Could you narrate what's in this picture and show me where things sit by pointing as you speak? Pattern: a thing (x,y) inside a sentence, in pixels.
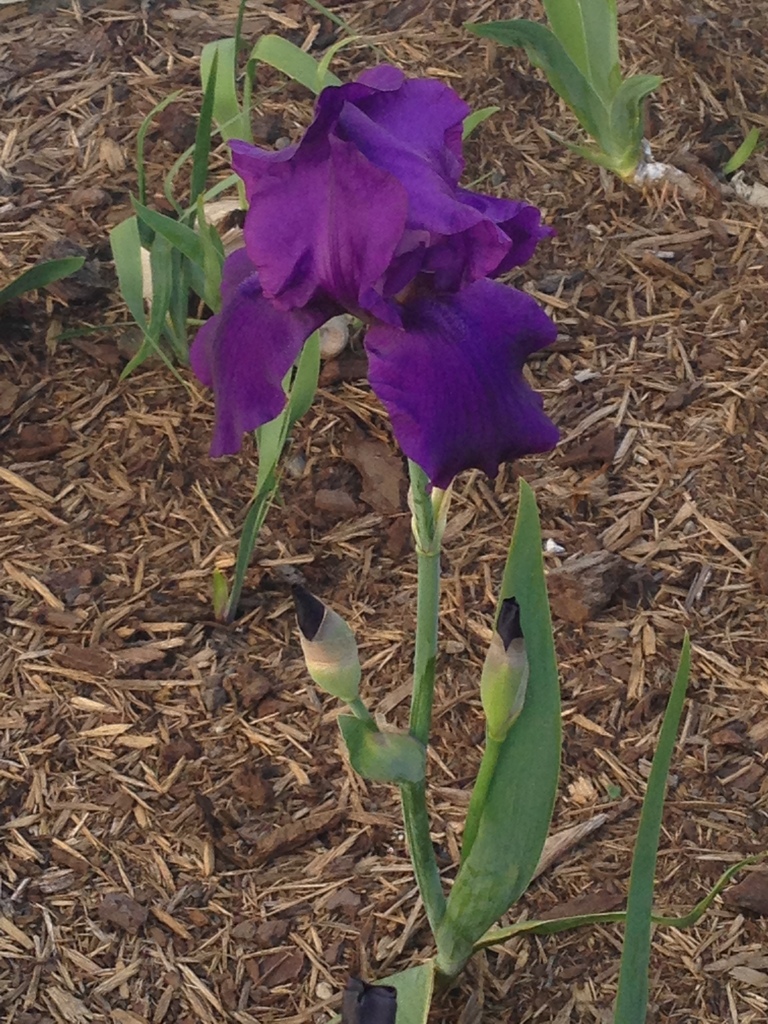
In this picture we can see a flower (450,354), buds (517,634), plants (551,716) and in the background (185,784) we can see wood chips (541,103) on the ground (172,802).
